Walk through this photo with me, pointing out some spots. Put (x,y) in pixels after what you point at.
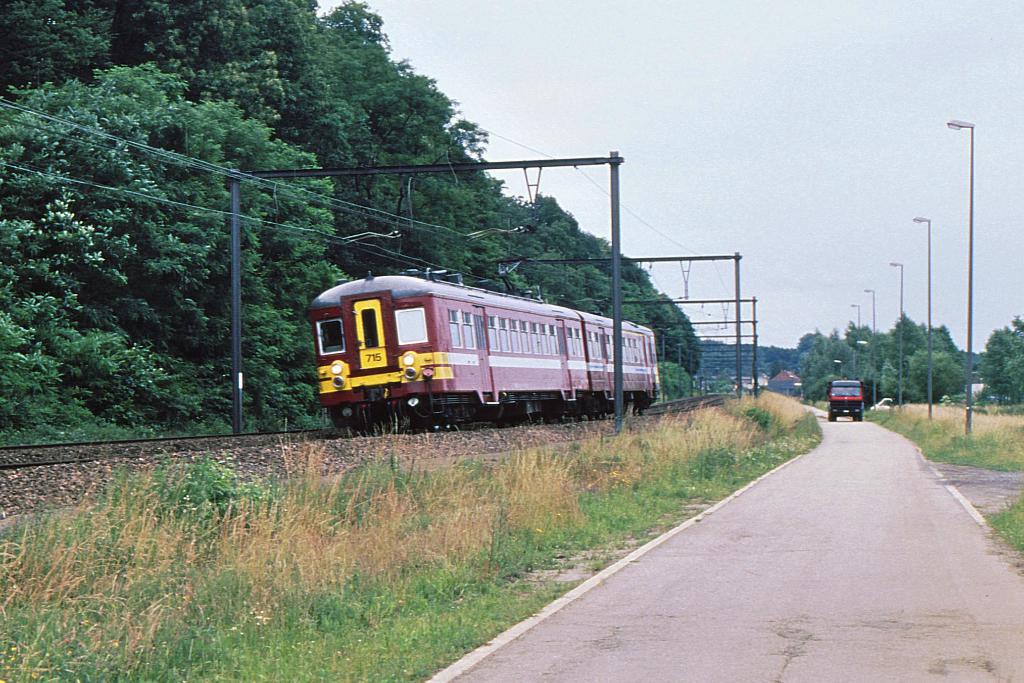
In the center of the image (521,393) we can see a train (482,405) on the track (433,447), some metal poles (648,260) and some cables (399,223). On the right side of the image (846,421) we can see a vehicle (852,404) parked on the ground (859,433), we can also see a group of light poles (971,417) and the grass (776,403). In the background (863,365), we can see a group of trees (696,366). At the top of the image (706,195) we can see the sky (642,58).
